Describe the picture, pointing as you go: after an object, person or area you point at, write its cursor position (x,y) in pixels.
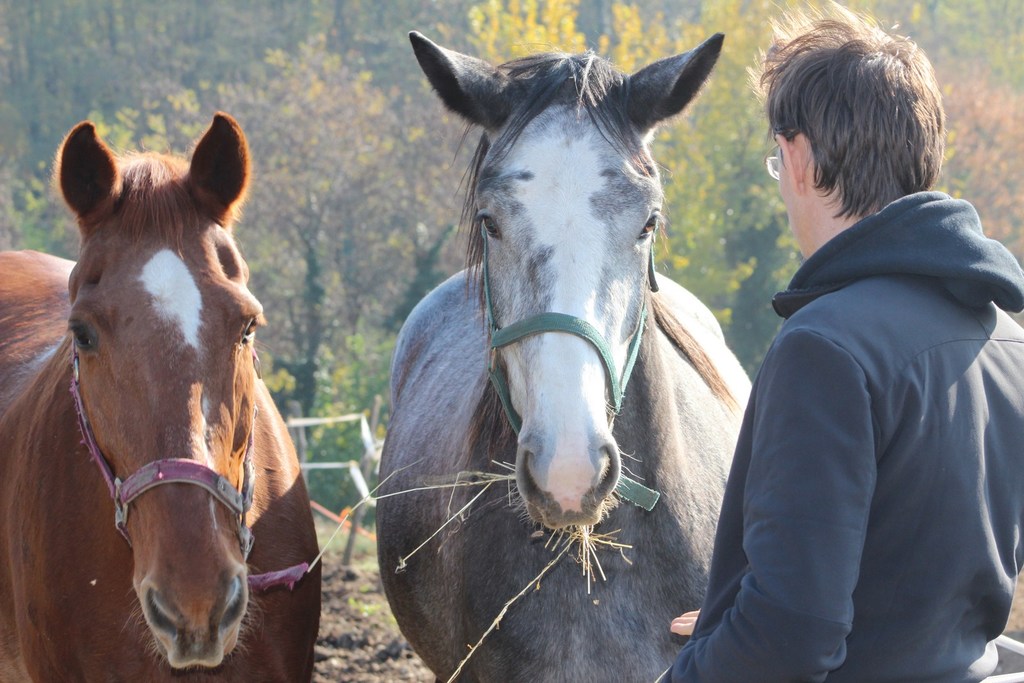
Here we can see two horses (33,509) and a man (795,627) on the right side (804,565). In the background (702,192) we can see trees (376,194).
